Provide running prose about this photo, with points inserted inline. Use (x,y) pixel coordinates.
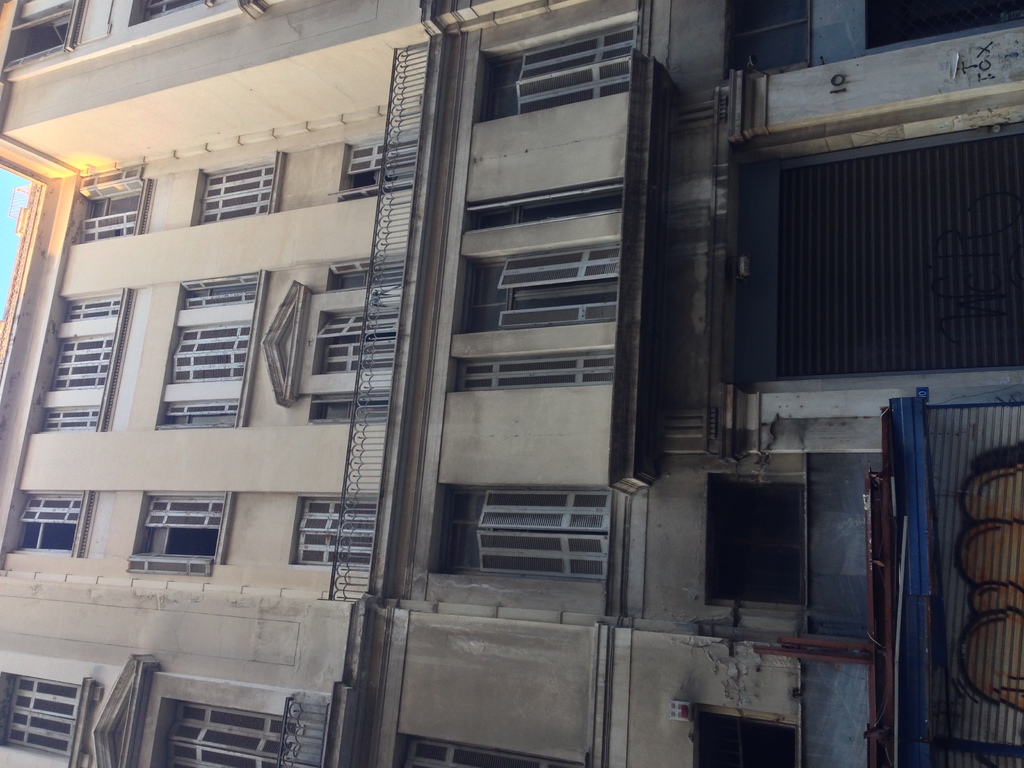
In this image there is a building (495,602), railing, glass windows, shutters (904,274) and some objects (914,449).
